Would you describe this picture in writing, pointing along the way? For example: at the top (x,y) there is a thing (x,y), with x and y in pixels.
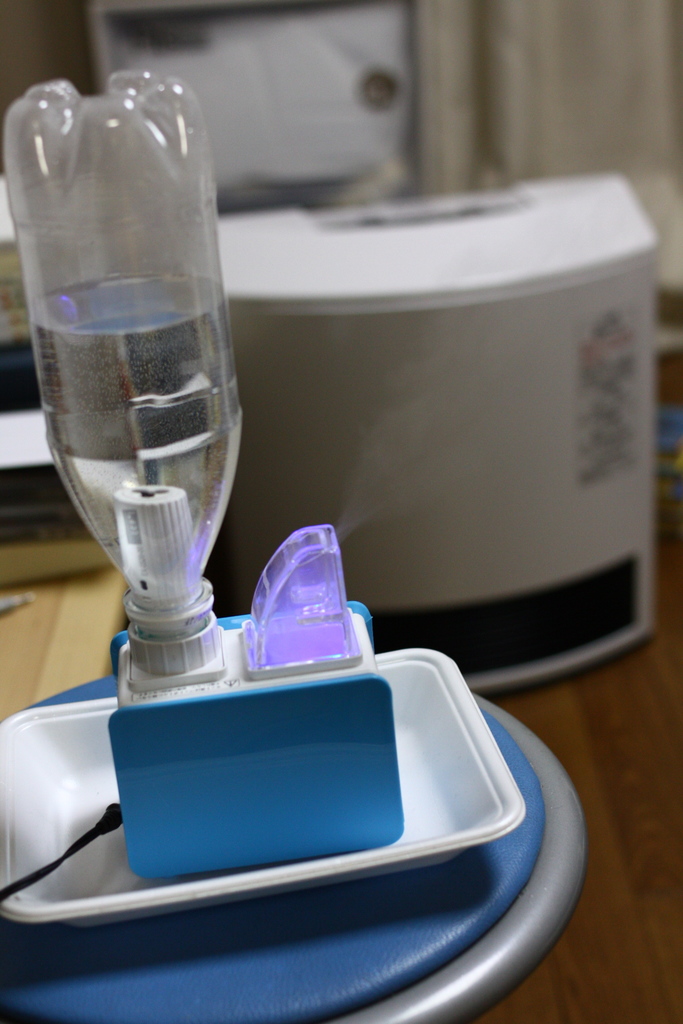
In this picture there is a bottle (164,516) on the stool (543,812). In the background (562,450) there is a white box (553,397) and it is kept on the floor (638,848).
